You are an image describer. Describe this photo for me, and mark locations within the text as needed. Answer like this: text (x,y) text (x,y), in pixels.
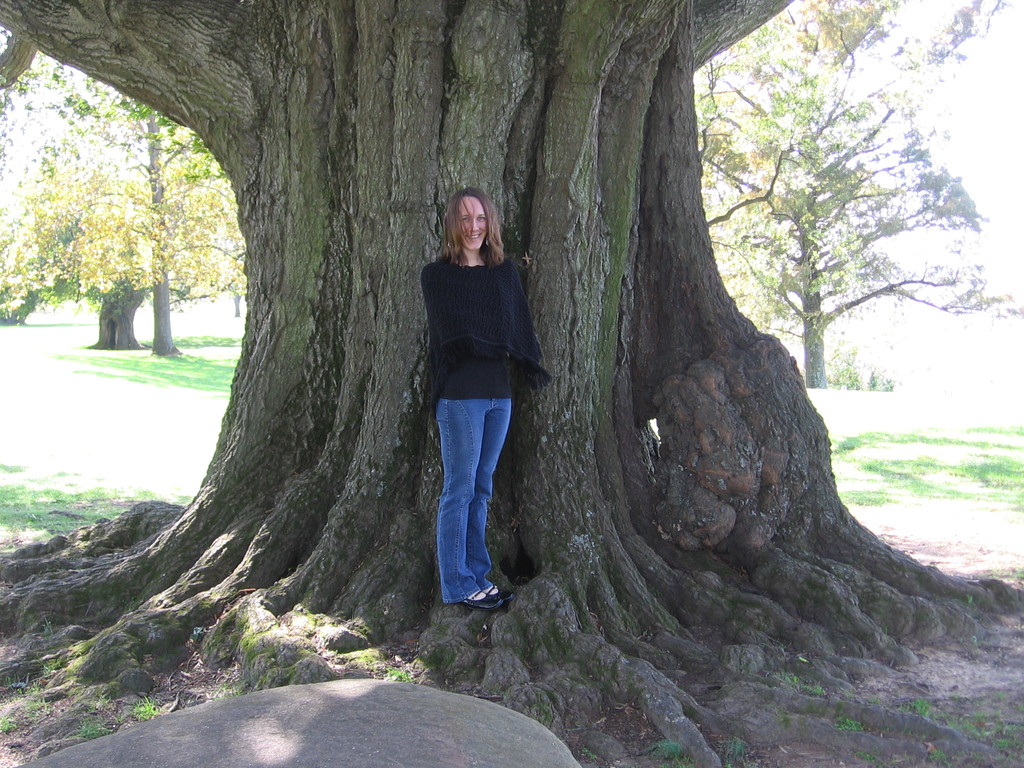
In this picture we can see a stone (310,717), woman (454,230) standing and smiling and in the background (878,467) we can see the grass (929,453), trees (414,465).
